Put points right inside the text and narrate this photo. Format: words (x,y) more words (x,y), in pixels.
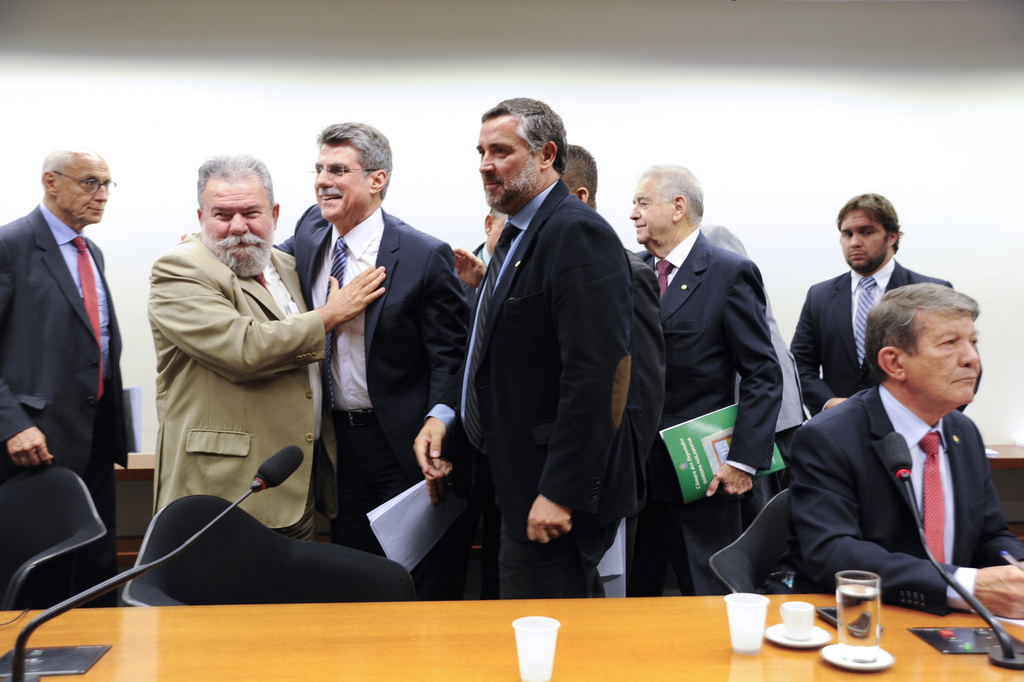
In this picture, we see the men (273,245) are standing. The man (597,374) in the blue blazer (424,345) is holding the papers (405,522) and the man (674,405) in the white shirt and the blue blazer (730,349) is holding a green color book (721,438). In front of them, we see the chairs (228,525) and a table (435,641) on which cup (746,627), saucers (781,626), glasses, mobile phone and microphones (1003,646) are placed. We see a man (952,486) is sitting on the chair (748,539) and he is holding a pen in his hand (984,581). Behind them, we see a table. In the background (283,127), we see a white wall (551,100). This picture is clicked in the conference room (406,430).
